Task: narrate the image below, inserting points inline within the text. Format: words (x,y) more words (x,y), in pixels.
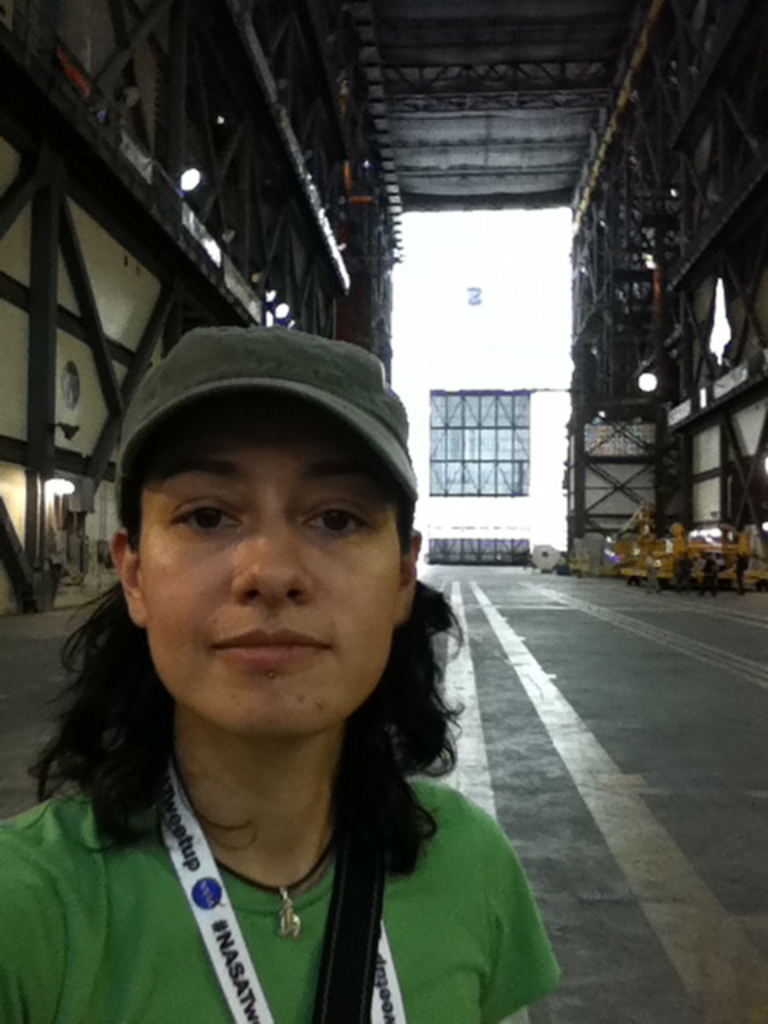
On the left side (144,431), there is a woman (276,485) in a green color t-shirt (130,888), wearing a cap (314,412) and smiling. In the background (395,8), there is a shed (578,48) having a roof (619,29) and lights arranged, under this roof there are persons (713,568) and other objects (727,566) and there is a building (524,291) which is having a window (509,417).
